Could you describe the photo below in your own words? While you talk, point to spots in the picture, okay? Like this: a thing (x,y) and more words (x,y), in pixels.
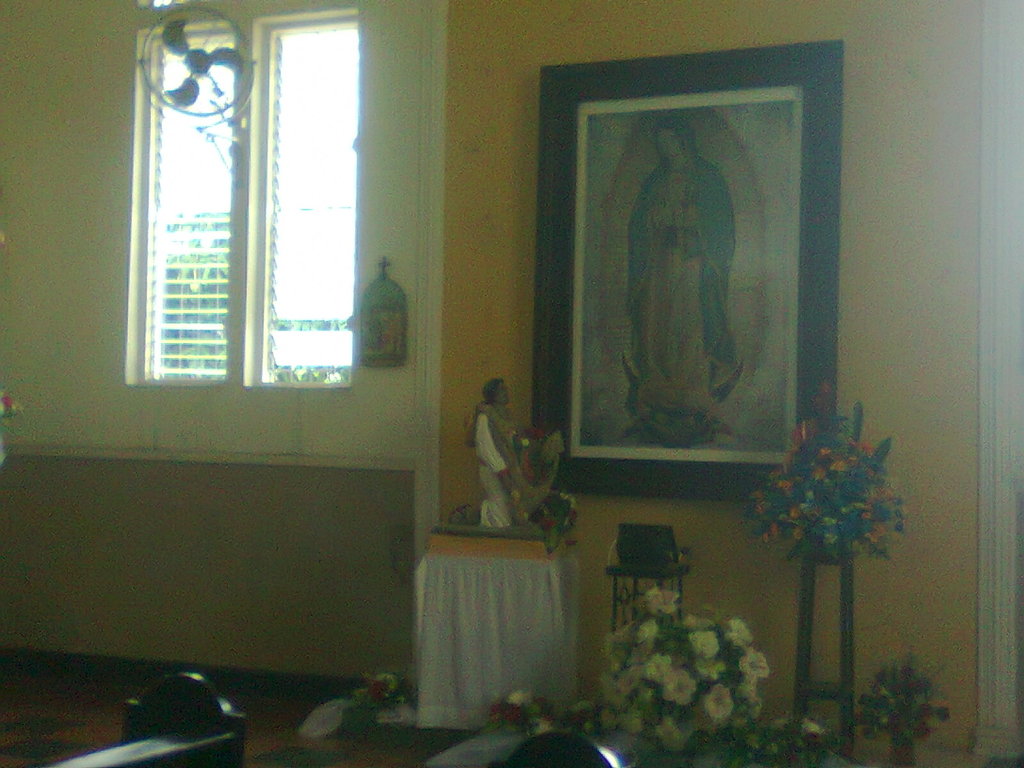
In this image I can see the cream colored wall (83,414), few flowers (741,631) which are white, red and orange in color, a photo frame (761,434) attached to the yellow colored surface (635,31), the floor (55,683) and the window (326,228) through which I can see few trees (298,323).
